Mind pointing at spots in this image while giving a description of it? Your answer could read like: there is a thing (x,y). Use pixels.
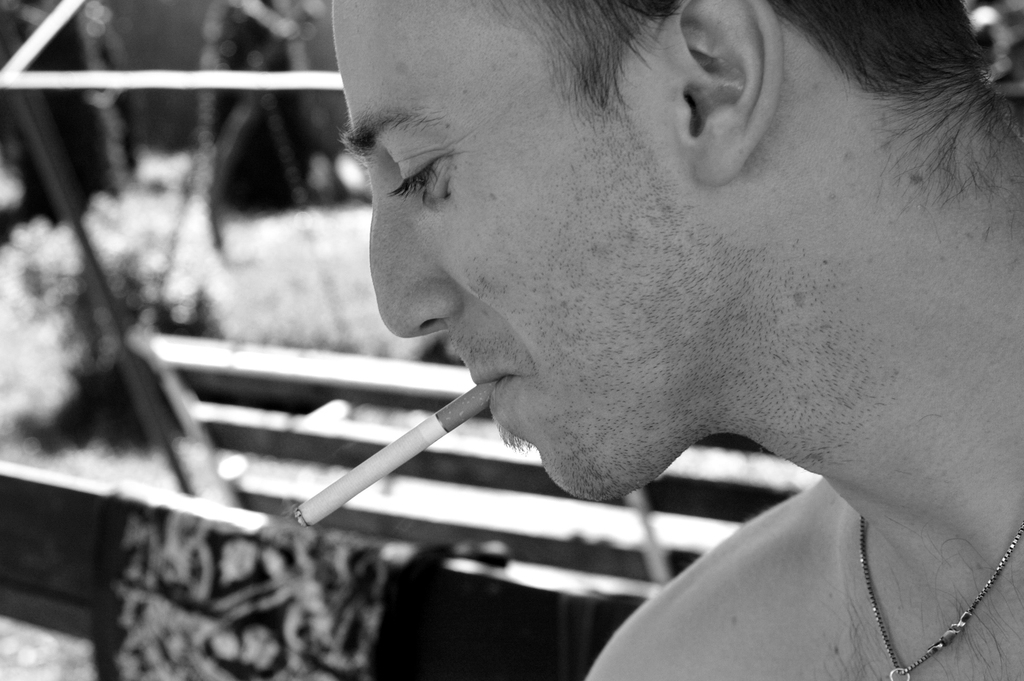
In the picture we can see a side view of a man face (668,215) holding a cigarette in his mouth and beside him we can see objects (536,578) which are not clearly visible.
